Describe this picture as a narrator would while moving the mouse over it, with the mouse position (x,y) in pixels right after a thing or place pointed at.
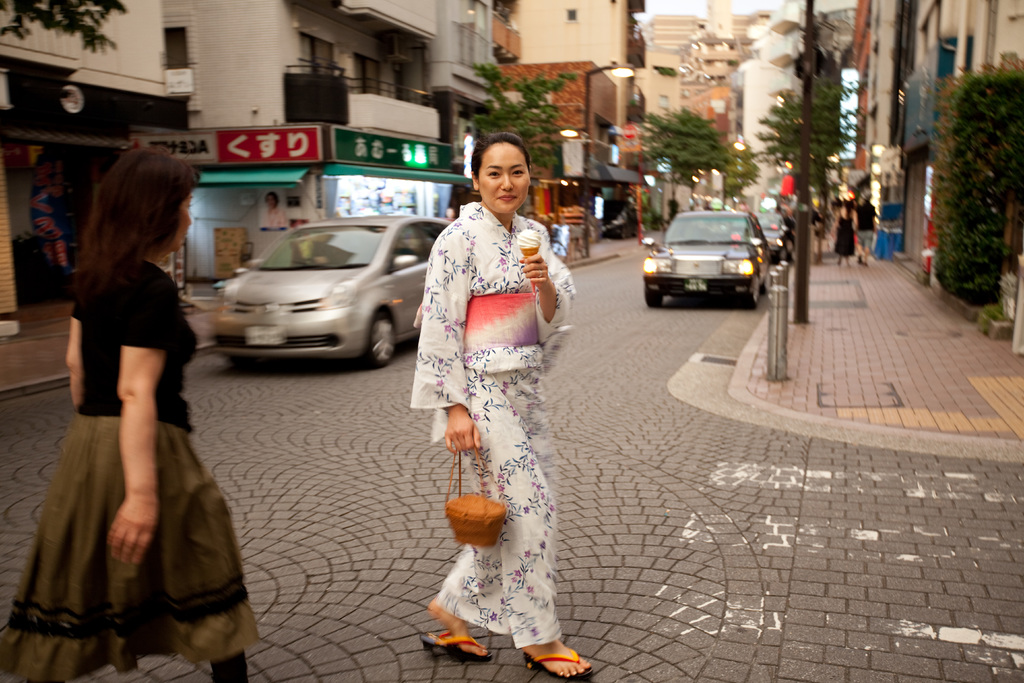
In this image I see 2 women (86,253) over here and I see that this woman (454,387) is smiling and she is holding an ice cream (534,230) in one hand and a basket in other hand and in the background (230,204) I see the cars (678,242) on the path (644,354) and I see buildings (589,31), light poles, trees (752,169), few more people (842,201) over here and I see boards (291,129) on which there are words (254,144) written.
